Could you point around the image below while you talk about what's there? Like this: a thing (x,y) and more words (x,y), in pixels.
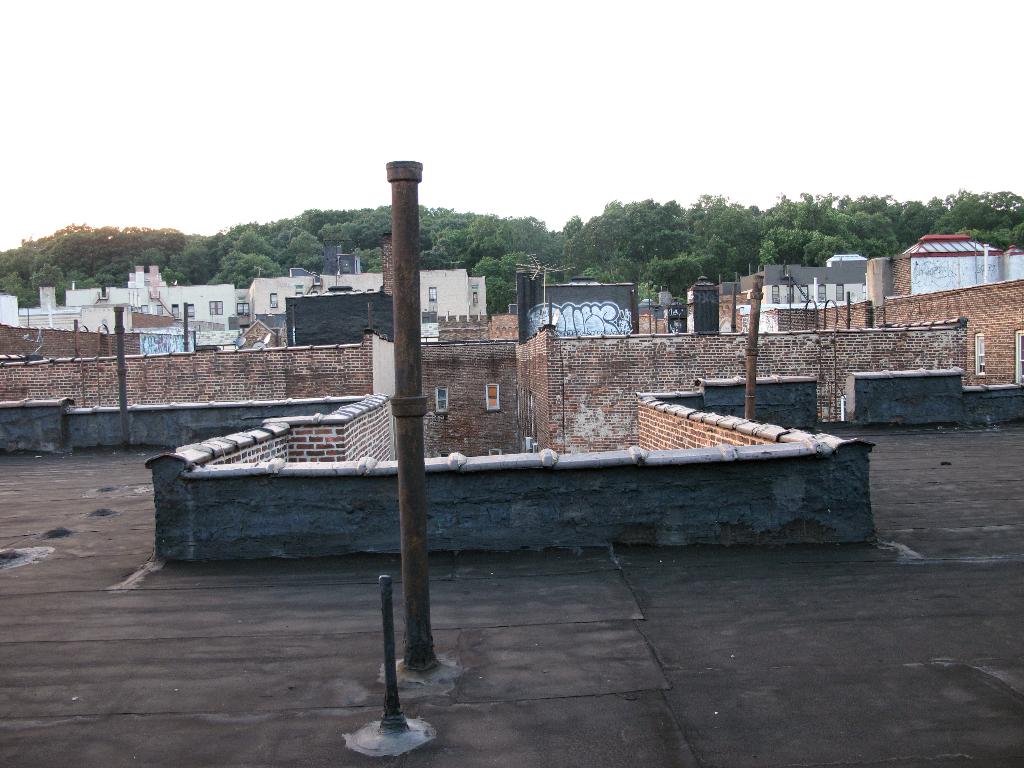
In this picture I can see buildings (147,316) and few poles (123,380) and I can see trees (582,253) and a cloudy sky (818,26).
